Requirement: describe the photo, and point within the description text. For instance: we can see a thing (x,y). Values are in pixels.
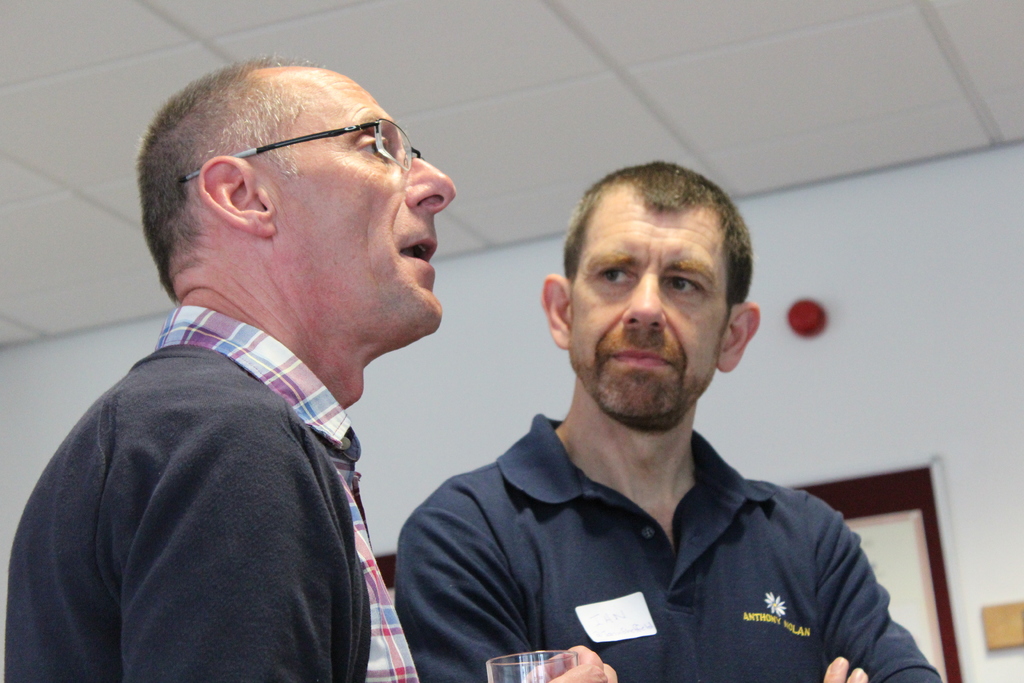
In the foreground of this image (545,507), there are two men (659,515) standing and a man (675,622) is holding a glass (547,671). In the background (901,494), it seems like a board (910,499) on the wall (907,419) and at the top (608,74), there is the ceiling (614,61).
